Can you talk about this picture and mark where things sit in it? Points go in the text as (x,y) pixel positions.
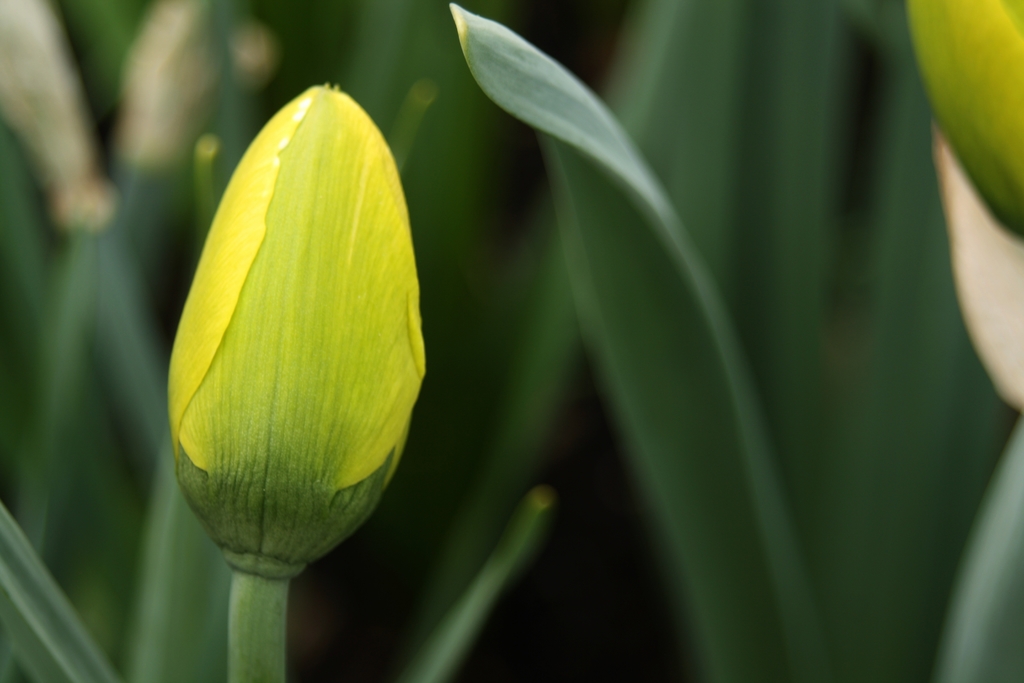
In the foreground of this image (328,410), there is a yellow bud (280,456) to the plant (281,561). In the background (773,313), there are leaves (829,58) of the plant (880,158) and an another bud (987,70) on the top right side (931,115).
